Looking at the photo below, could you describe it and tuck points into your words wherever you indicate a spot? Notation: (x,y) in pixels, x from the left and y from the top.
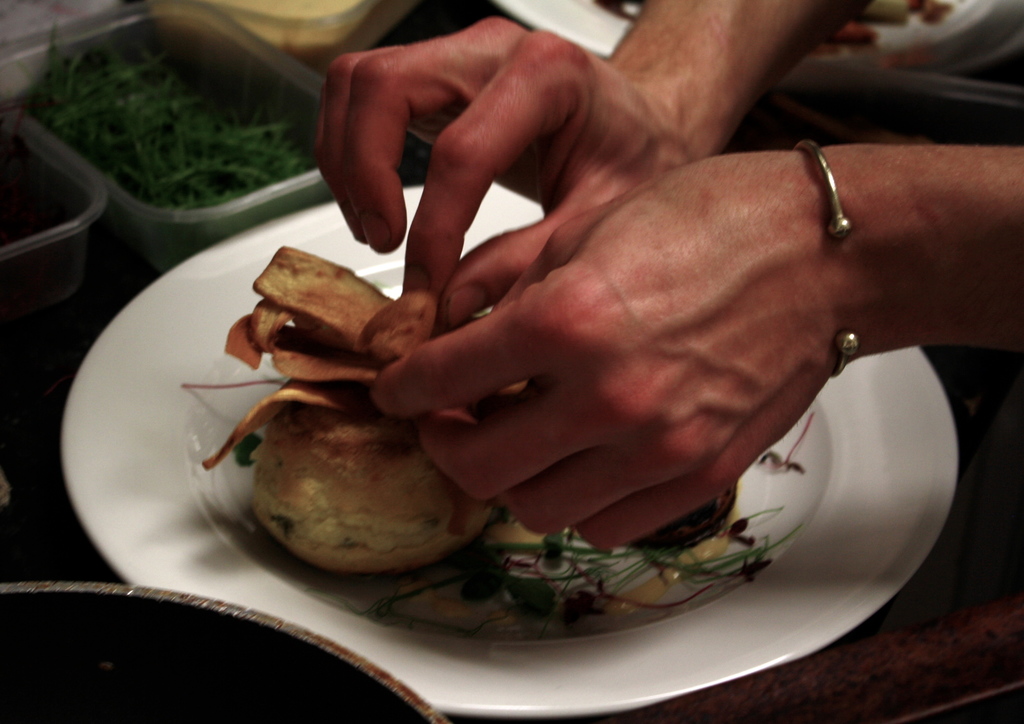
In the image there is a plate (857,380) with few items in it. And also there are hands (410,282) of a person (538,327) holding something in the hand (567,331). And also there are boxes (227,85) with few items (88,149) in it. In the bottom left corner of the image (80,593) there is a vessel (202,633). And there are few things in the background (929,39).
